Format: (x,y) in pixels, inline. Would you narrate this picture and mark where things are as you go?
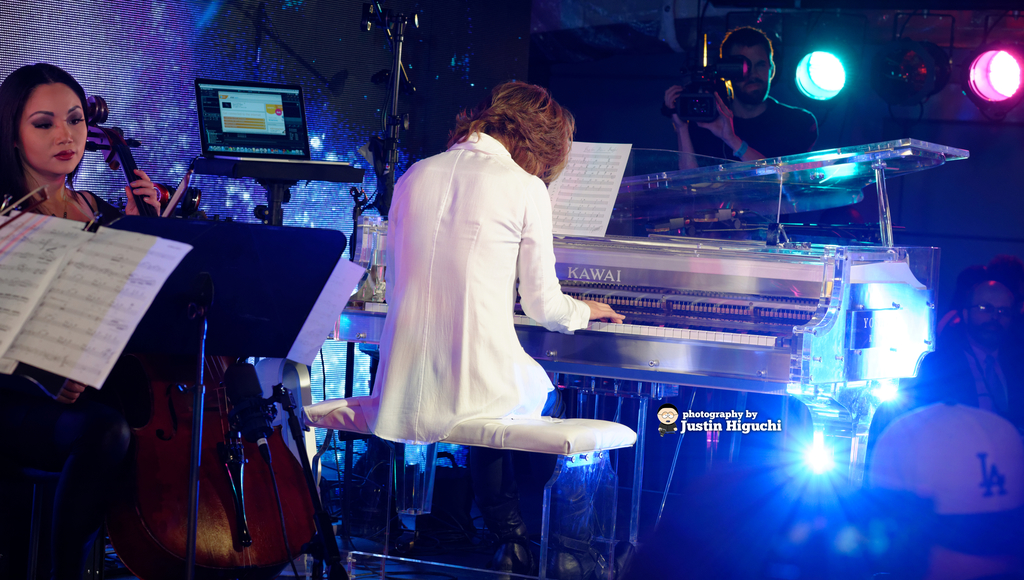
In this image I can see two persons (410,285) playing musical instruments (280,450). I can see a man (720,105) holding a camera (702,86). I can see some text (586,183) on the papers (10,277). I can see some text (719,416) on the image. I can see different color lights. I can see a laptop (239,130).
